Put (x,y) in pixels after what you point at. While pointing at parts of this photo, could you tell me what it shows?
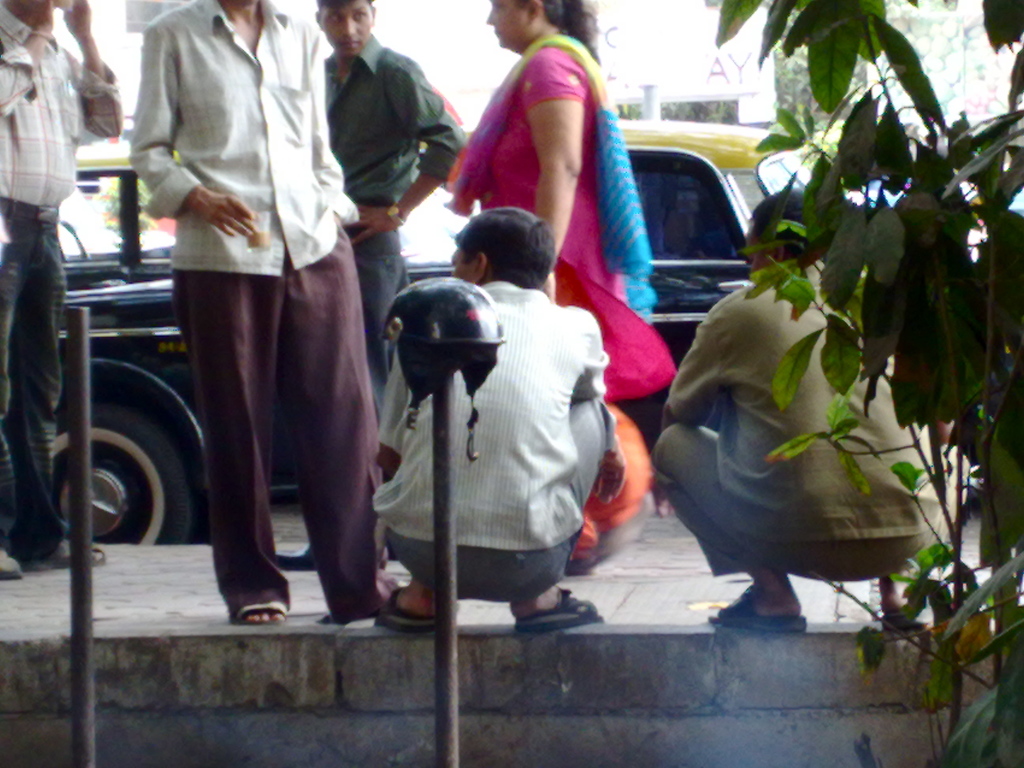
In this image I can see group of people (805,489) standing. In front (256,87) the person (291,211) is wearing white and brown color dress (291,231), background (701,304) I can see few vehicles (717,297), trees (775,24) in green color and I can also see few poles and the sky (434,24) is in white color.
